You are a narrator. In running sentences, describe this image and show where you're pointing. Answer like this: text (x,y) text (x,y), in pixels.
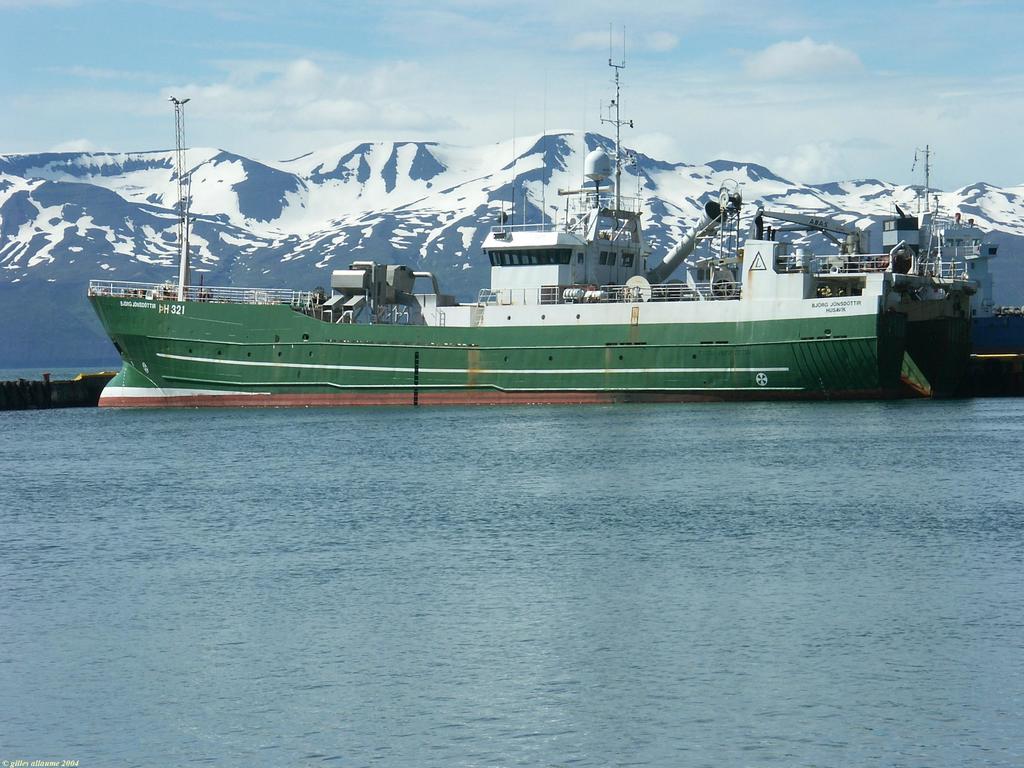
In this image we can see a ship (583,369) on the water (584,557). In the background (2,246) we can see mountain (816,243) and sky (741,134) with clouds (399,106).
